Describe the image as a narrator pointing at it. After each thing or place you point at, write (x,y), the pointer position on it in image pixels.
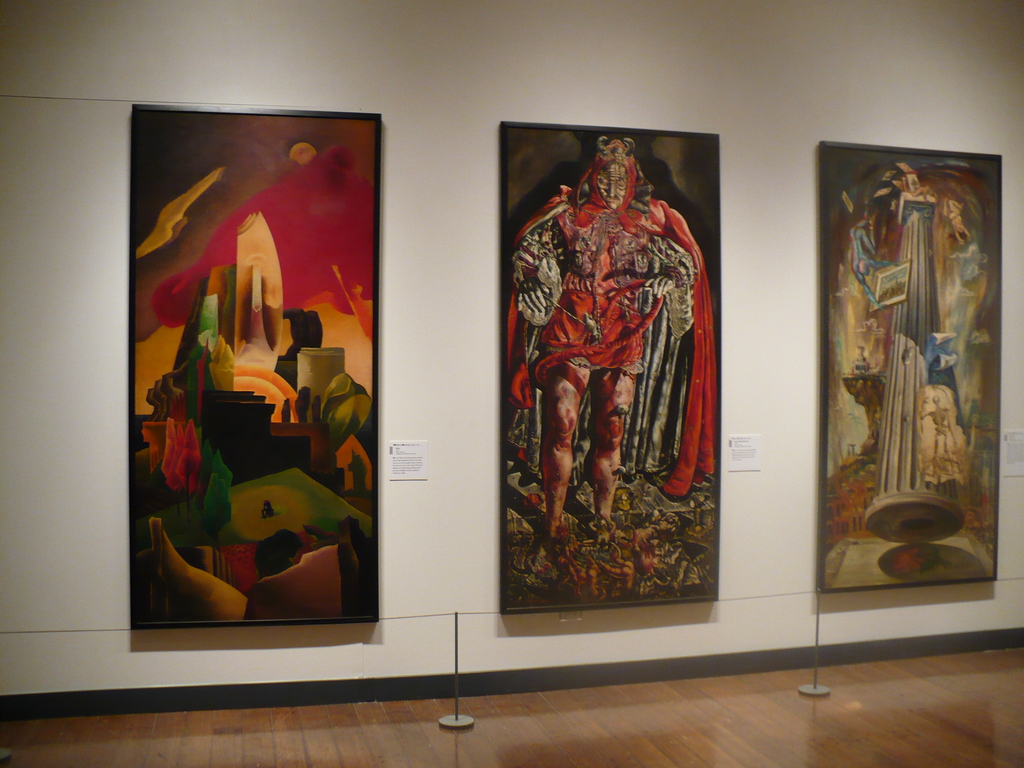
In the image in the center (461,265) there is a wall (388,5). On the wall (423,30), we can see photo frames (347,387) and notes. And we can see thin poles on the floor (1014,763).
